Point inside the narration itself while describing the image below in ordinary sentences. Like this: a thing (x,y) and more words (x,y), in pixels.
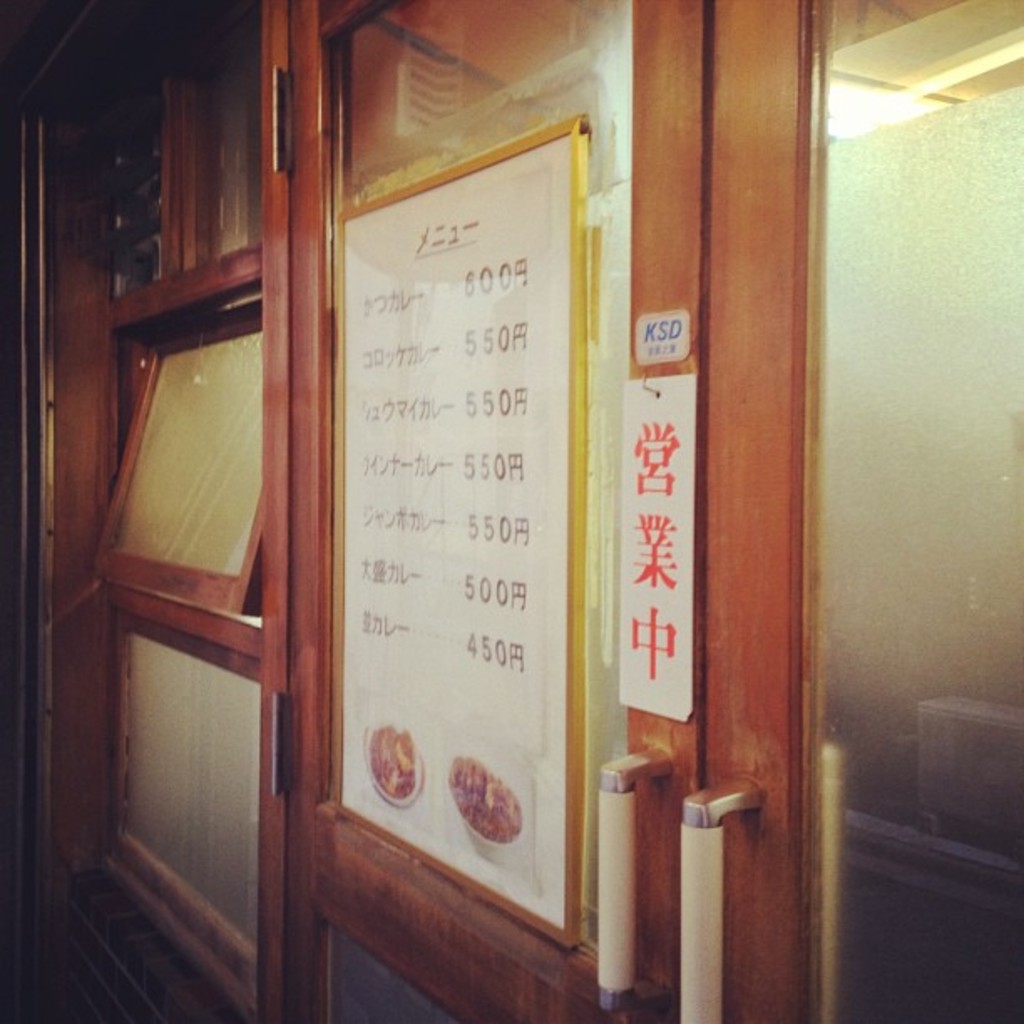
In this image we can see the door (723,25). We can also see the menu board (395,485) with the text (464,454) and also the price (498,282). On the left (157,628) we can see the windows (221,558).
